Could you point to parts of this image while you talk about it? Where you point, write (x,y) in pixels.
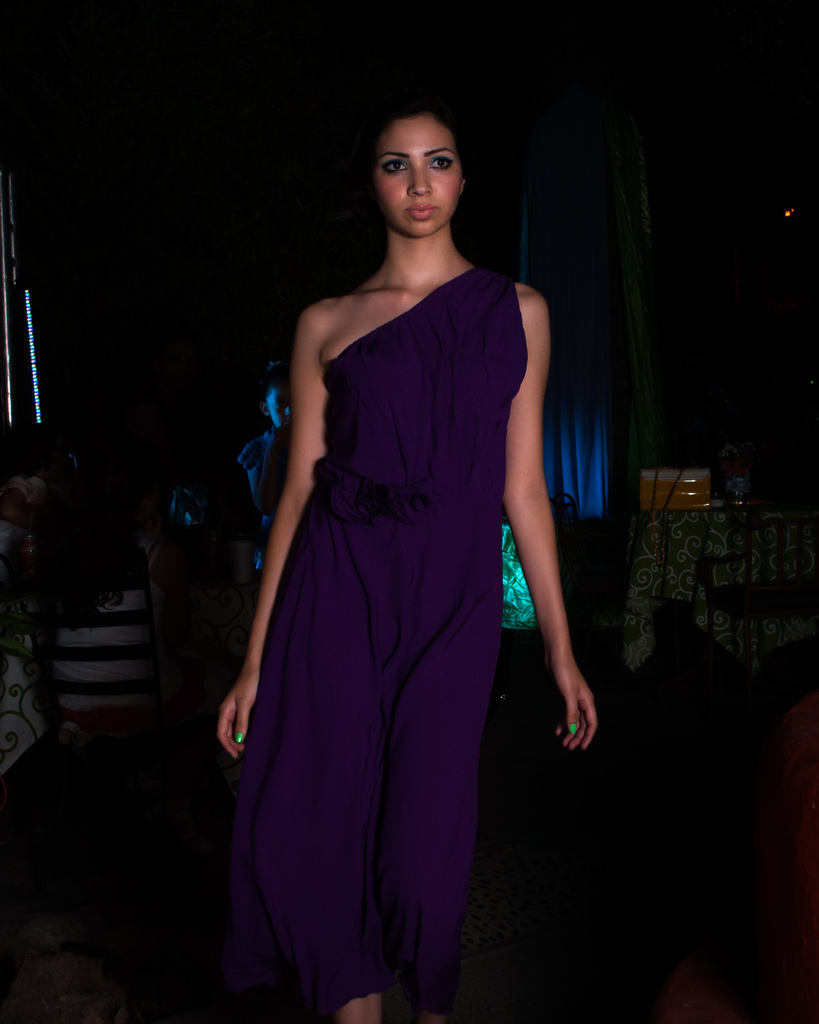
In this image we can see a girl (258,451) and a woman (407,428) standing on the floor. On the right side of the image (683,507) we can see a box (706,494) and some objects (744,494) placed on the table (744,514). In the left side of the image (247,559) we can see a glass (251,569) placed on the surface (228,598). In the background (627,302), we can see curtains (591,267) and some lights (787,216).
